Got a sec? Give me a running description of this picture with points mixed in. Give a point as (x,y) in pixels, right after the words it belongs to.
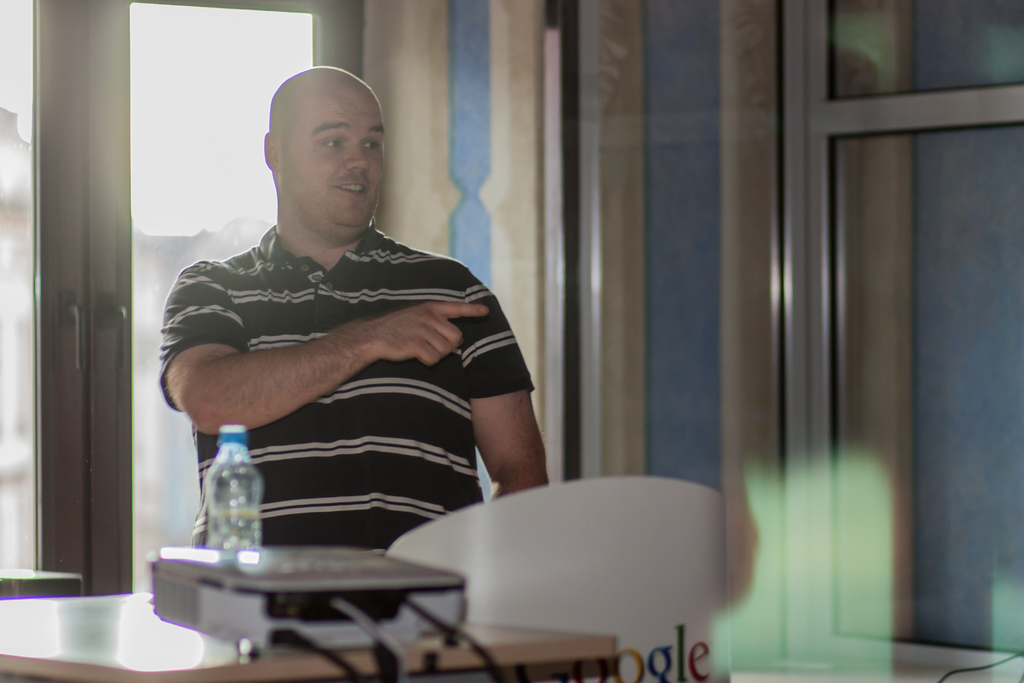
The person (340,336) wearing black shirt (330,405) is standing and there is a projector (241,597) and water bottle (238,541) in front of him and there is a door (161,220) behind him.
